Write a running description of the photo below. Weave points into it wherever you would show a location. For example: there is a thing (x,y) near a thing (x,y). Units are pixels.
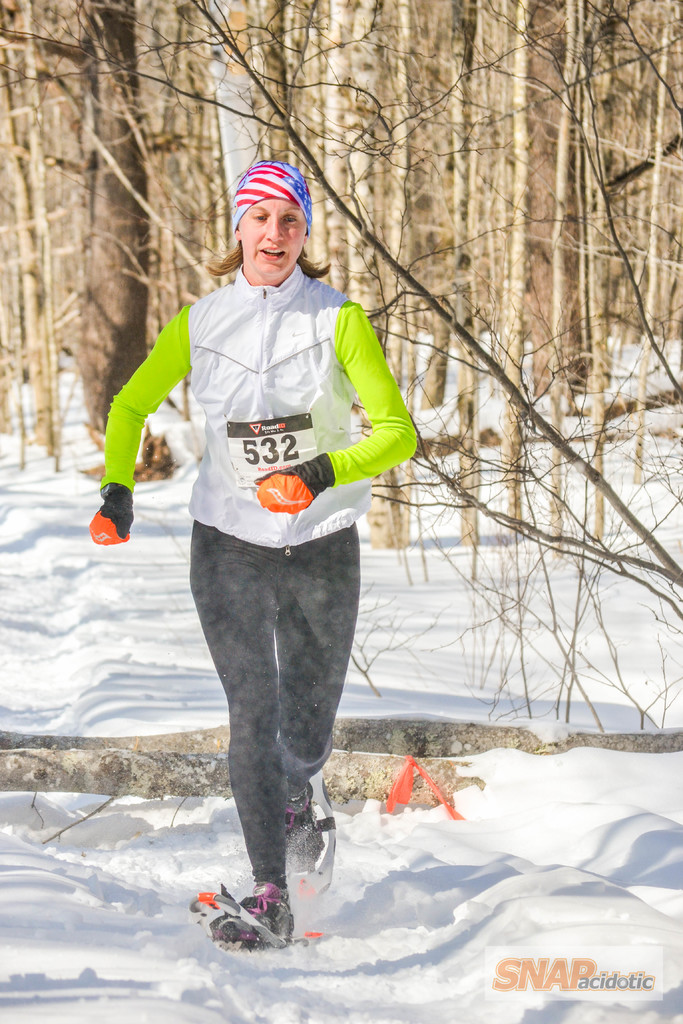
In the image there is a woman (267,317) in jersey (267,317) and yoga pants (315,560) running on the snow (482,888) and in the back (524,204) there are many trees (184,169).
